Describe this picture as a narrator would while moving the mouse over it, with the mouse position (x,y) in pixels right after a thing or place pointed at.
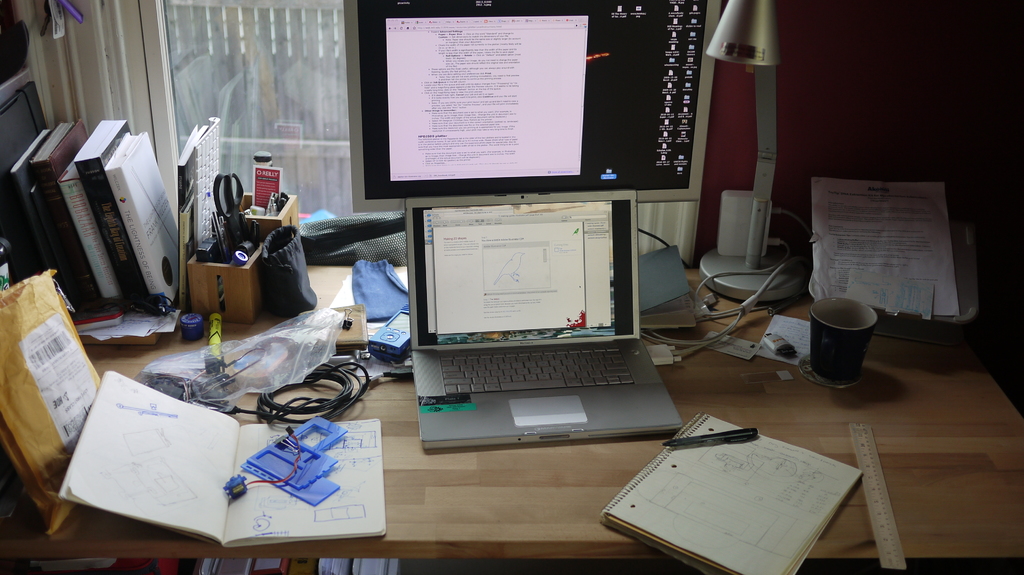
In this Picture we can see a laptop (610,327), monitor (682,179), box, papers (666,476), cups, boxes (190,266) and couple of the things (323,404) on the table (147,344), and also we can find a light (764,32).
